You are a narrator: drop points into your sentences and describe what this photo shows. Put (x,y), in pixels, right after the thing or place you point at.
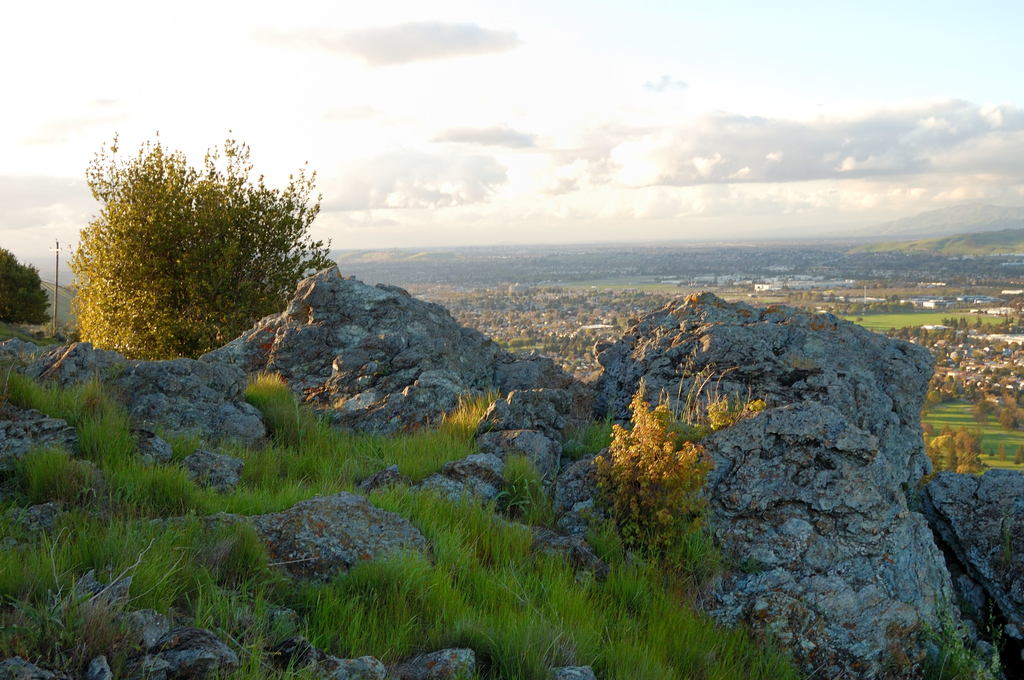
In this picture we can see some grass (357,440) on the rocks (226,414). There are plants (86,294) and a pole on the left side (12,293). We can see a few trees (962,321) and some houses (916,297) in the background (450,260). Sky (397,201) is cloudy.
